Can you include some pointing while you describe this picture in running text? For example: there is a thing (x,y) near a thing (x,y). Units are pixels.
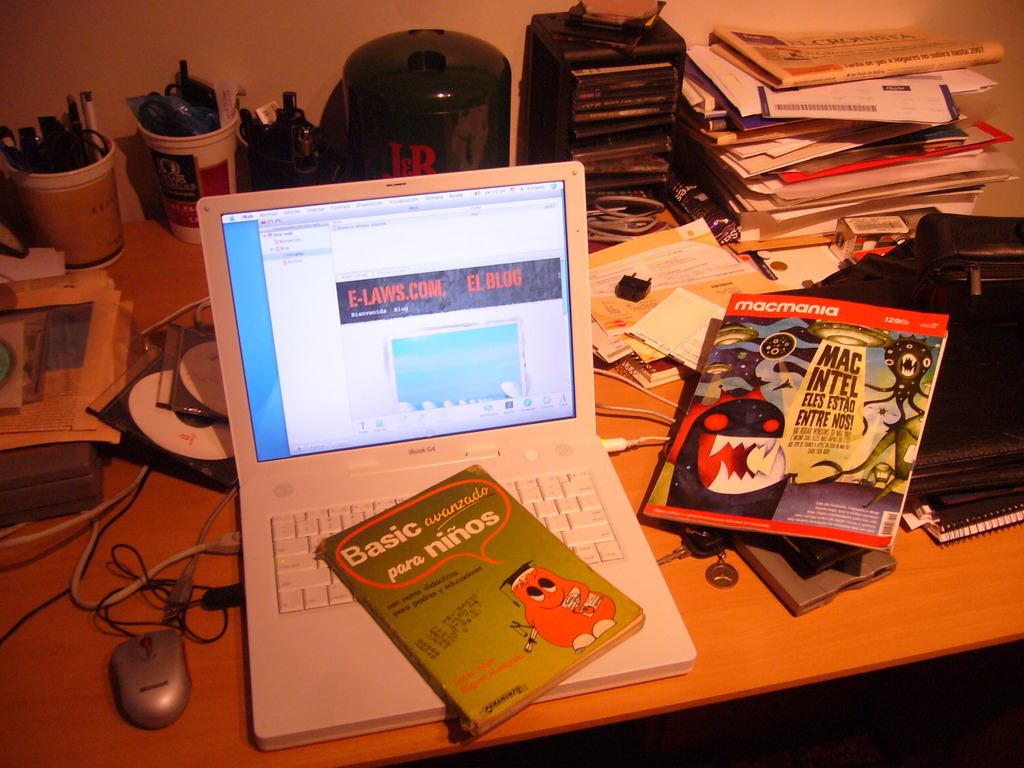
In this image I can see the brown color table (834,623). On the table (900,606) I can see the laptop (478,409), books (732,437), black color bag (1012,437), mouse (128,644), wires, pens (70,120) in the cups (81,232) and few more objects (389,123) can be see. And there is a wall (158,53) in the back (259,29).
